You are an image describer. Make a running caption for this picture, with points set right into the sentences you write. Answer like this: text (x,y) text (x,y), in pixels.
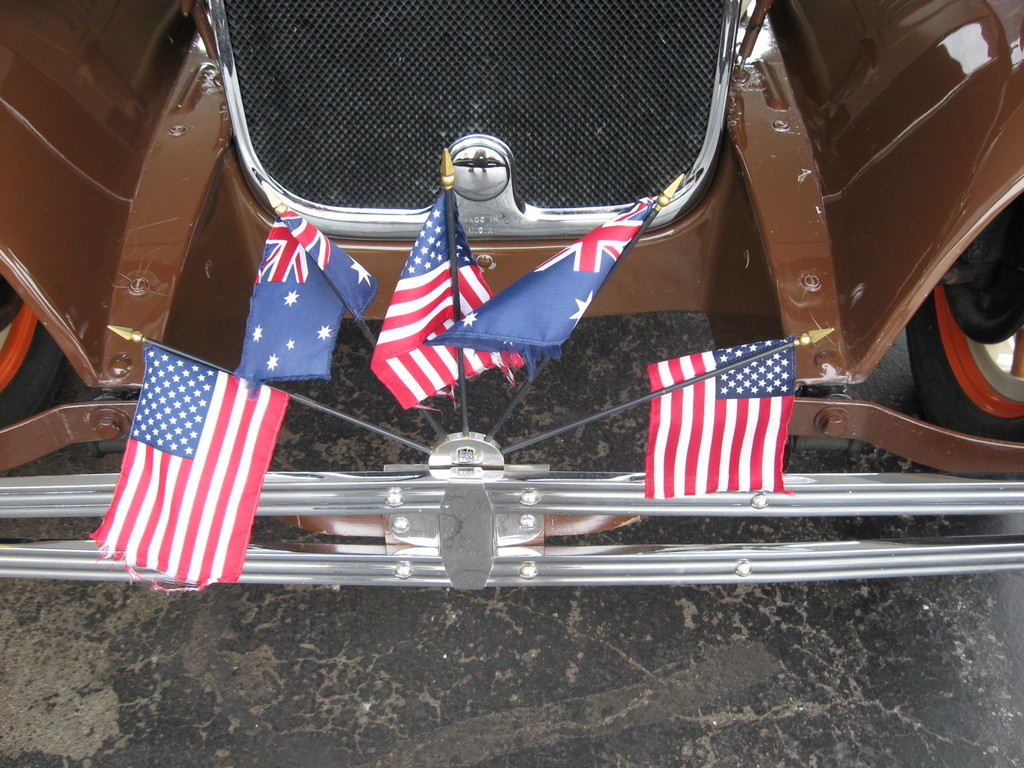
In this picture we can see few flags (324,350) and a car (787,159).
